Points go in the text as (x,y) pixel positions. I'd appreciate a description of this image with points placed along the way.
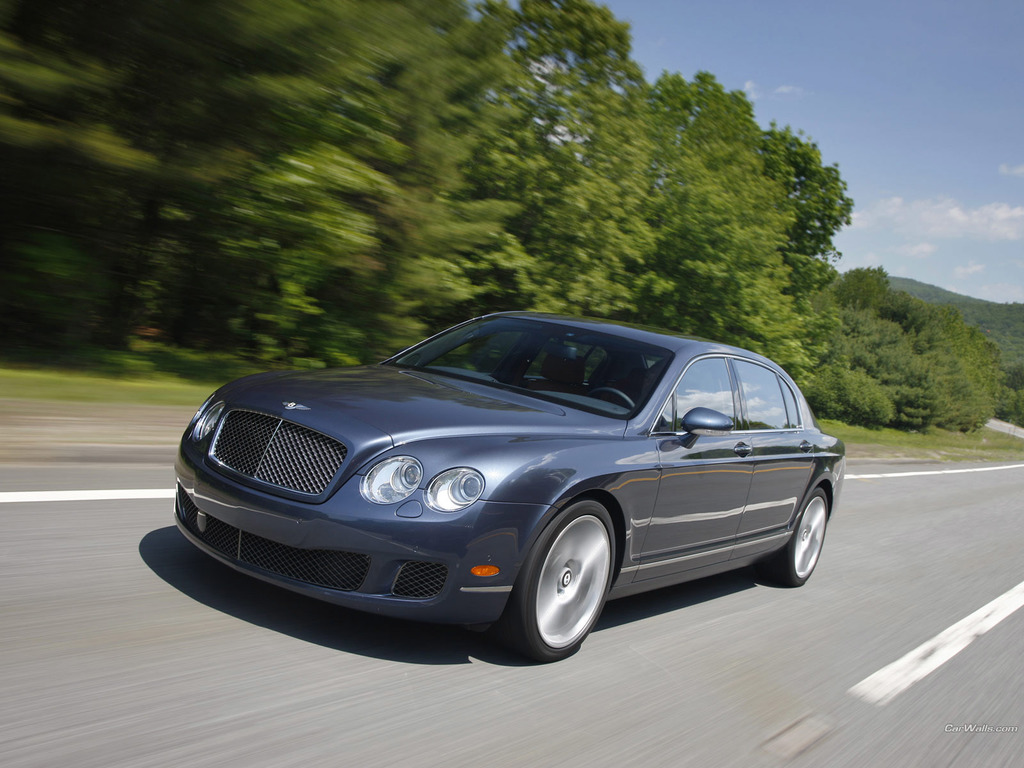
In this picture we can see a car (627,391) on the road (541,705). There are few trees (324,356) on the left side (187,165). Sky (930,265) is cloudy.
